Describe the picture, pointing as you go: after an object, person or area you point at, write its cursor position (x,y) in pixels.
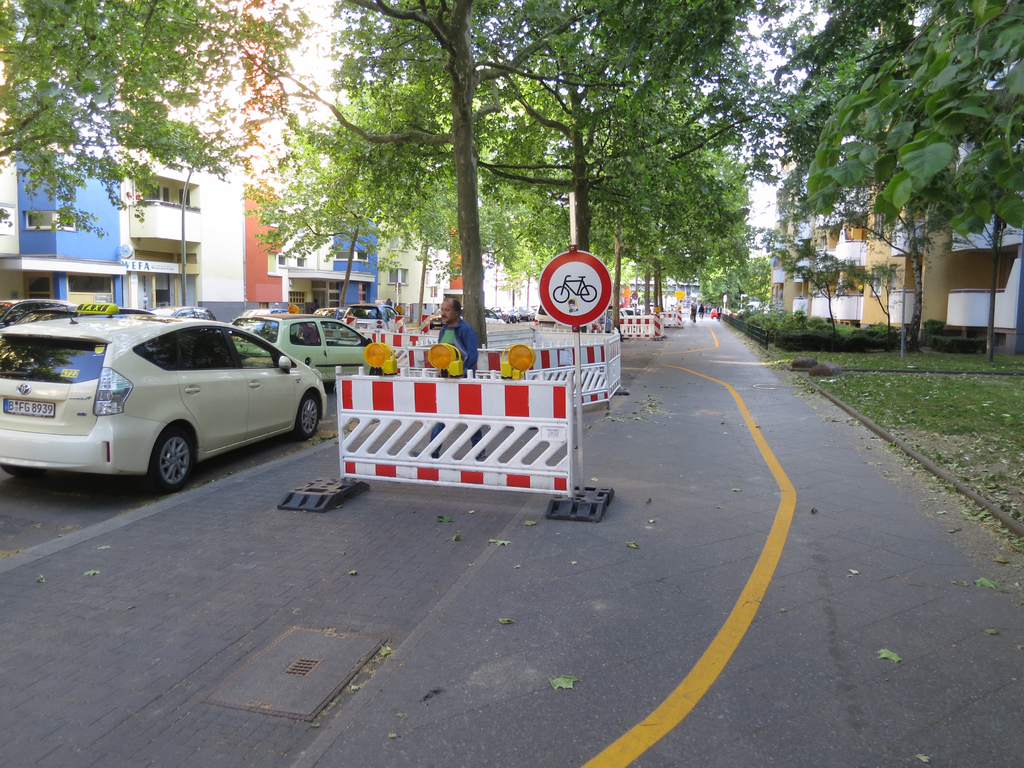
In the foreground of this image (485,419), we can see caution boards (457,376), a man (451,309) walking on the road (599,478) and also a sign board (581,299). On the left (238,395), there are vehicles (197,372) on the road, buildings (176,228) and trees (392,197). On the right (912,410), there are lawns (957,443), trees (669,218), buildings (950,263) and plants (814,332). In the background (808,266), there are trees (626,257), buildings (535,284) and the sky (774,64).
